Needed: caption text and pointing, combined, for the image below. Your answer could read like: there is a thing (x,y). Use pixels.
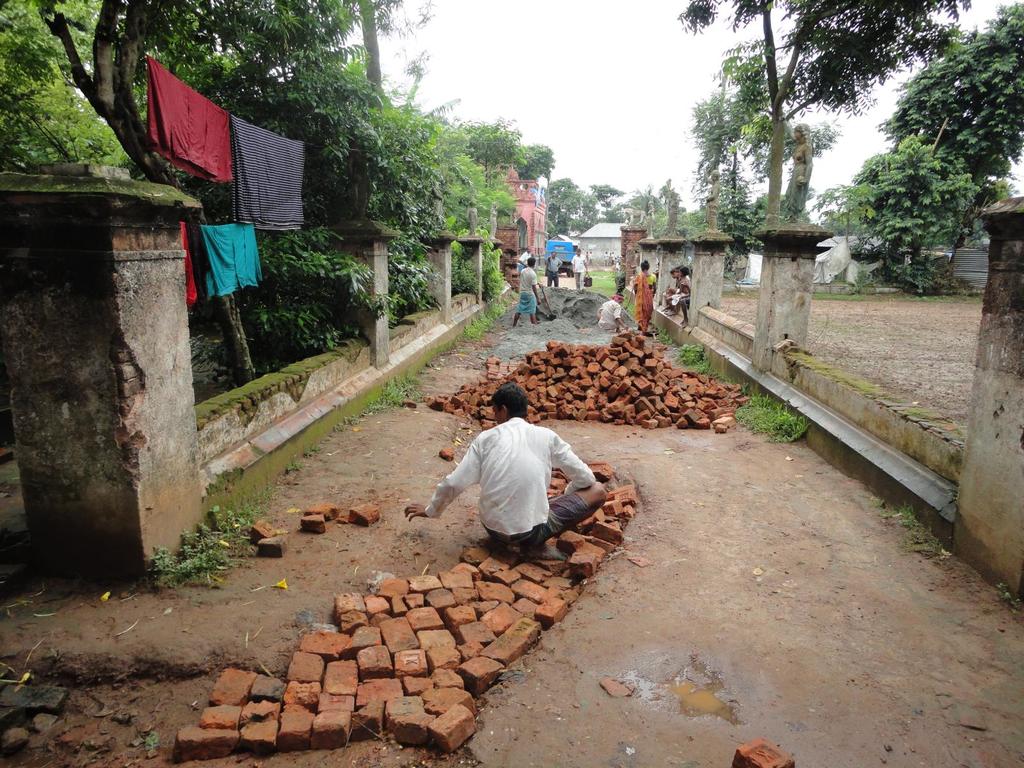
In this image there are people (638,320) and we can see bricks (579,348). There are pillars (1003,418) and trees (107,152). We can see clothes (264,160). In the background (524,232) there are buildings (607,230) and sky (581,76).
